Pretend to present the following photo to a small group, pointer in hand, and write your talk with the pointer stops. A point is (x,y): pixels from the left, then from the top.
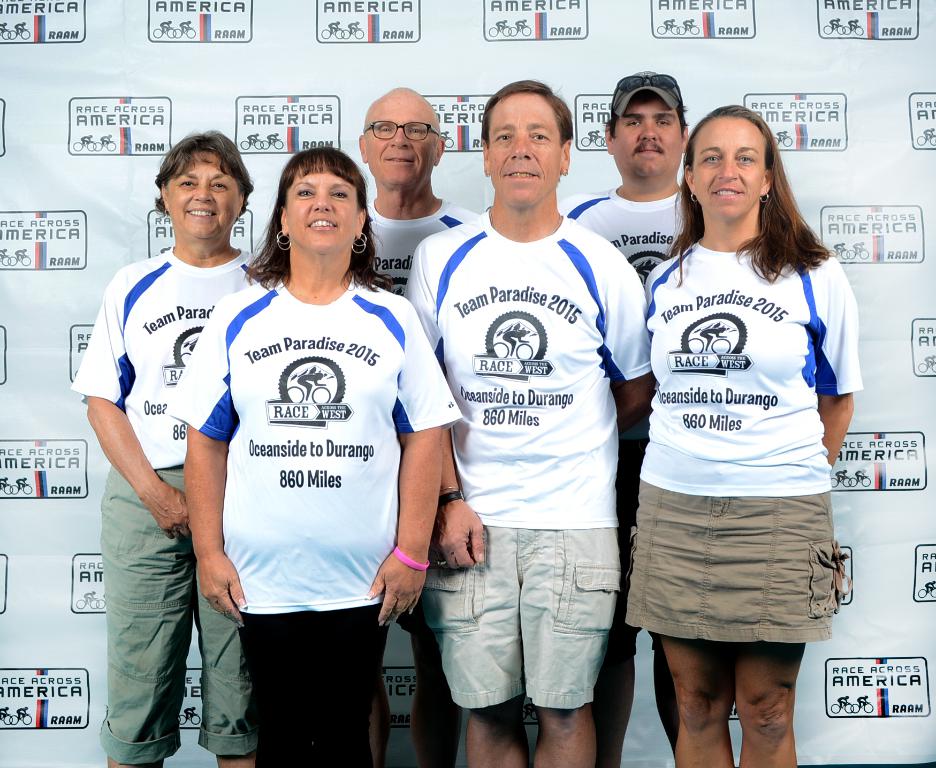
In this image there are a few people (466,347) standing with a smile on their face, behind him there is a banner (134,173) with some text (104,108).
